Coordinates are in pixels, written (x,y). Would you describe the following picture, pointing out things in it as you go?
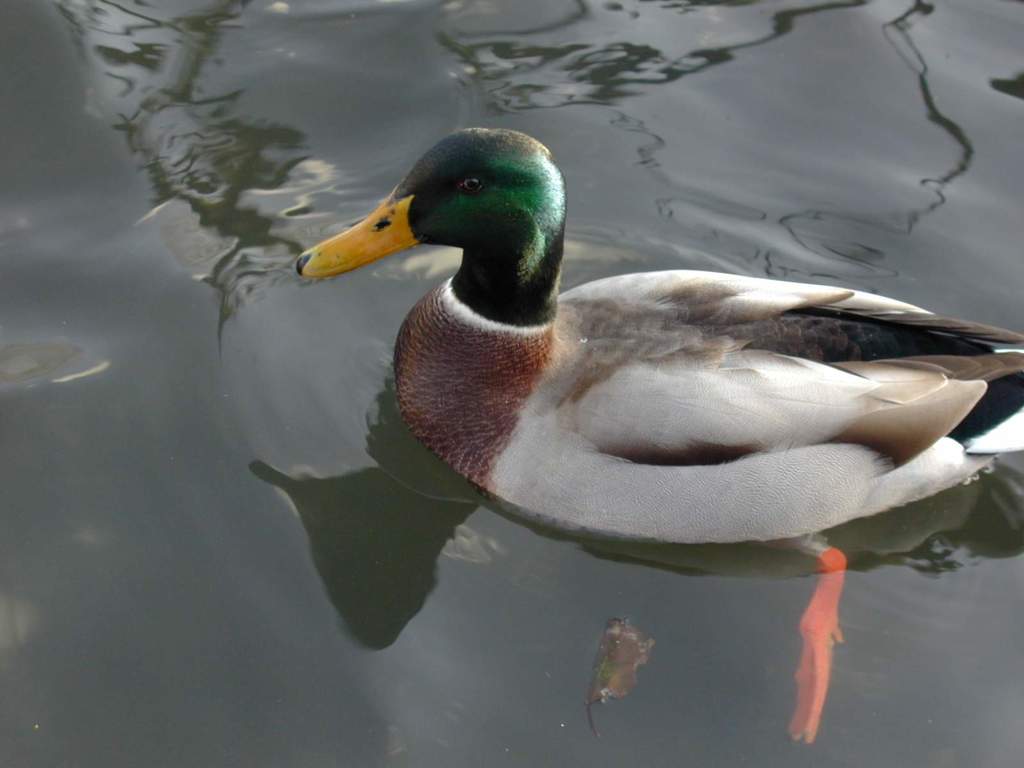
This picture shows a duck (886,465) in the water (401,39). it is white, black, brown and green in color.
